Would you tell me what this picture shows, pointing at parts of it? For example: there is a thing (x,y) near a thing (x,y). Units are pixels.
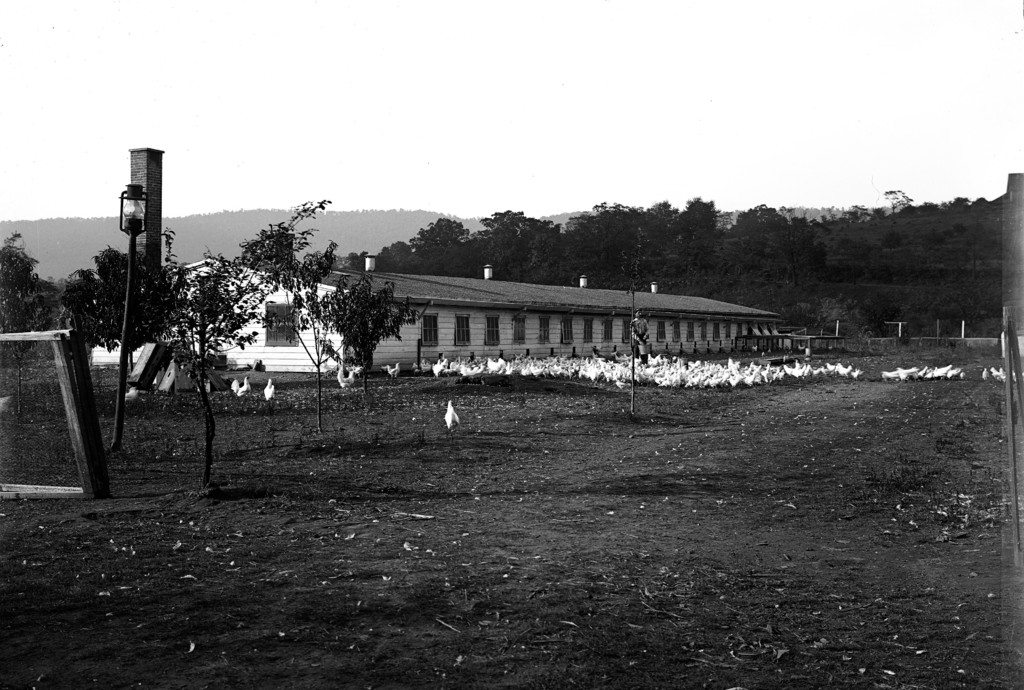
In this picture we can see a person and birds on the ground (662,471), here we can see a shed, trees (889,234) and some objects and we can see sky (894,187) in the background (894,169).
